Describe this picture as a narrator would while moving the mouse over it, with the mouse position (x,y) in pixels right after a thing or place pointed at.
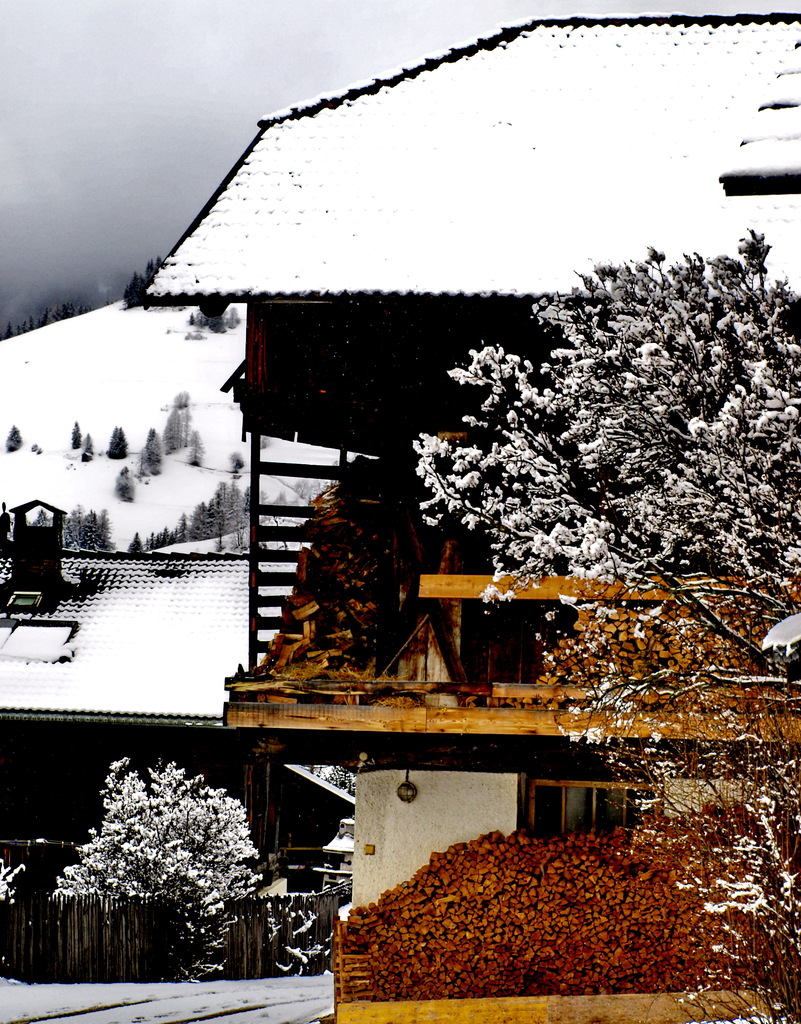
In this image we can see sheds (399,777) and trees (232,851). In the background (116,464) there is a hill (156,353) and sky (177,72). We can see snow (211,282).
